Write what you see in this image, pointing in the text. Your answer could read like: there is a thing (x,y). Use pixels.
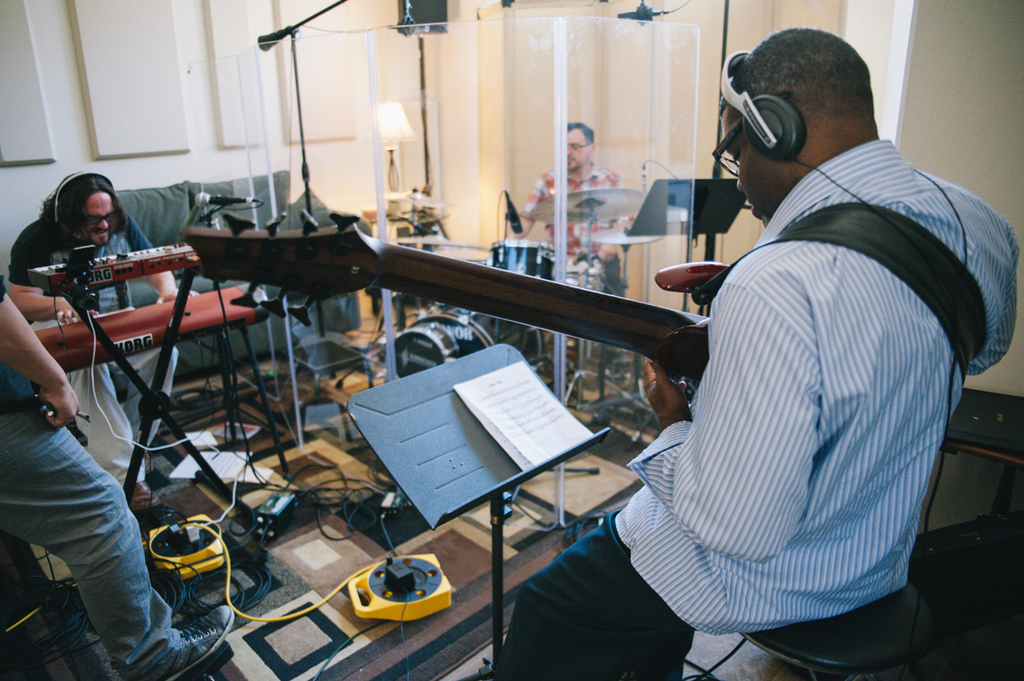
In this image there are persons (659,637) playing musical instruments (644,313), persons (795,204) are wearing headsets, there is a paper (532,423) on the stand (484,663), there is object (265,537) on the ground (339,637), there is a person (102,540) truncated towards the left of the image (98,528), there is the wall (195,98).
